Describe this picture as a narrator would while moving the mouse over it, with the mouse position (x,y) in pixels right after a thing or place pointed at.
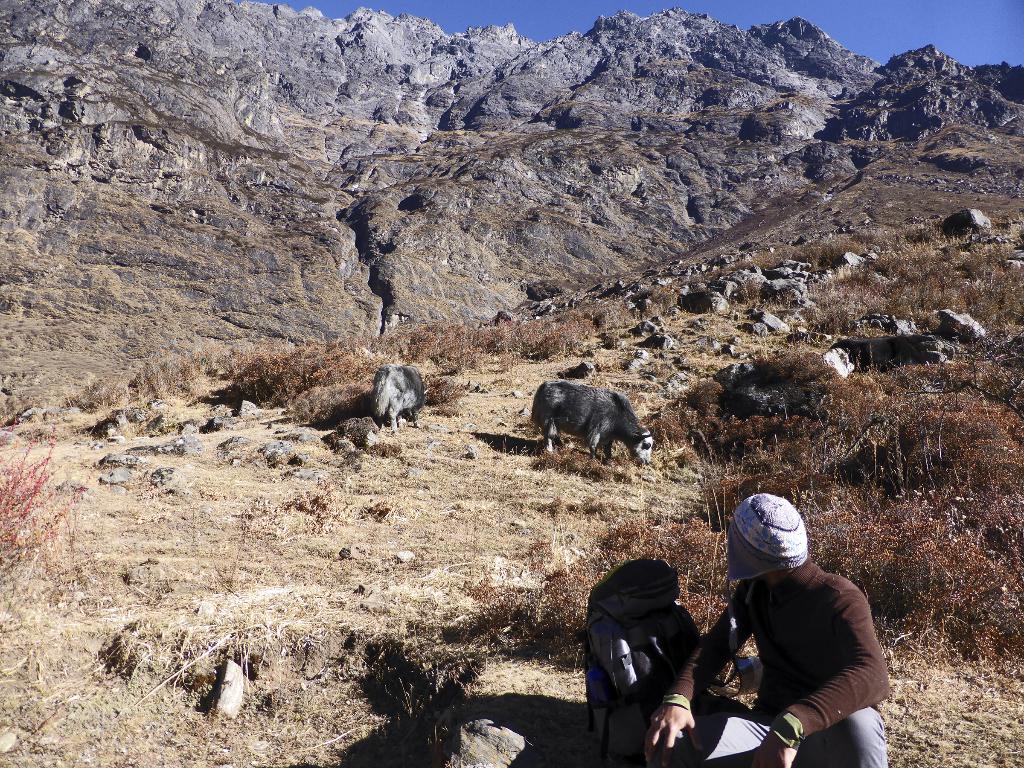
At the bottom (766,624) there is a person (778,664) sitting on the ground (899,747) and looking at the back side (629,487). Beside this person (807,657) there is a bag (607,607). In the middle of the image (591,416) there are two animals (555,424) on the ground (597,480) and I can see many plants (617,308) and stones (732,286). In the background (310,180) there is a rock (488,117). At the top (889,34), I can see the sky (846,27).
